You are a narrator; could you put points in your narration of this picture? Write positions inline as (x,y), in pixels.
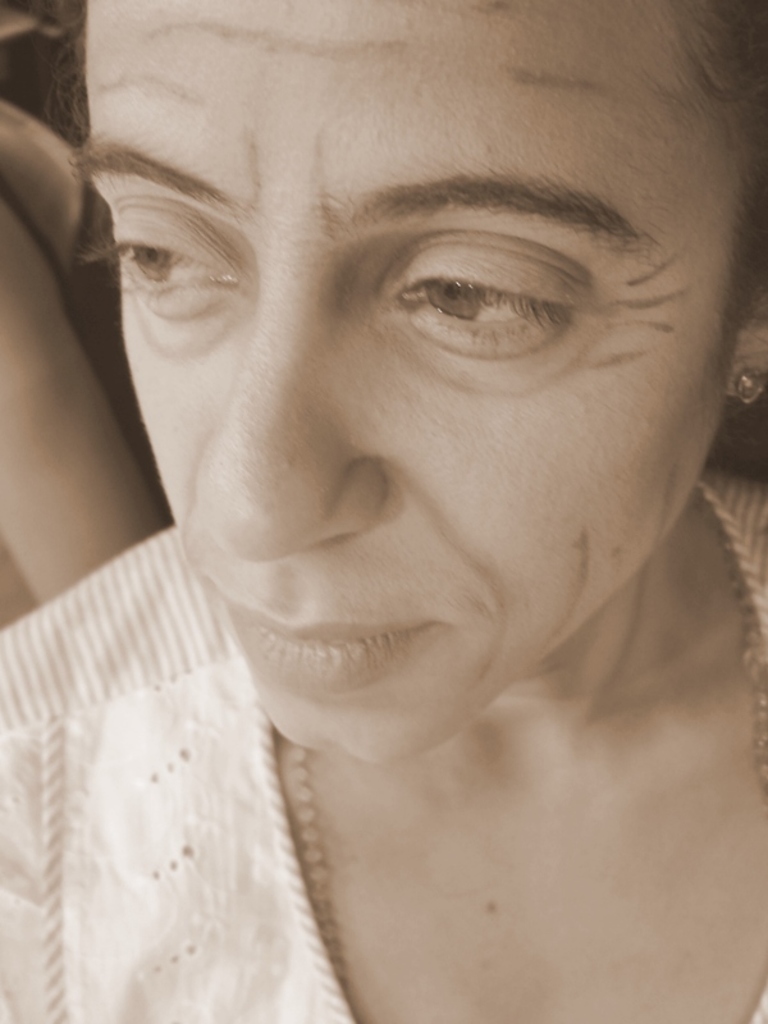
In this picture I can see the face (398,511) of a person (341,507).
